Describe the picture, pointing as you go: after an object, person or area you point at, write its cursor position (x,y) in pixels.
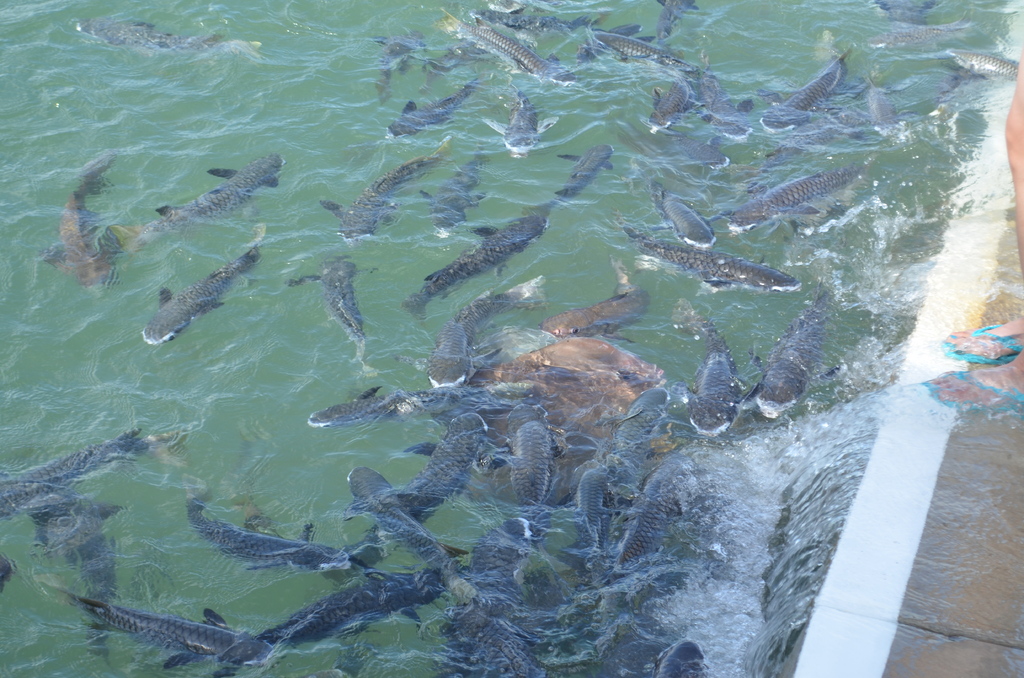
In the image there are many fish (308,529) in the water (319,517), on the right side (1023,350) there is a person (1006,387) standing on the wall (953,443).
